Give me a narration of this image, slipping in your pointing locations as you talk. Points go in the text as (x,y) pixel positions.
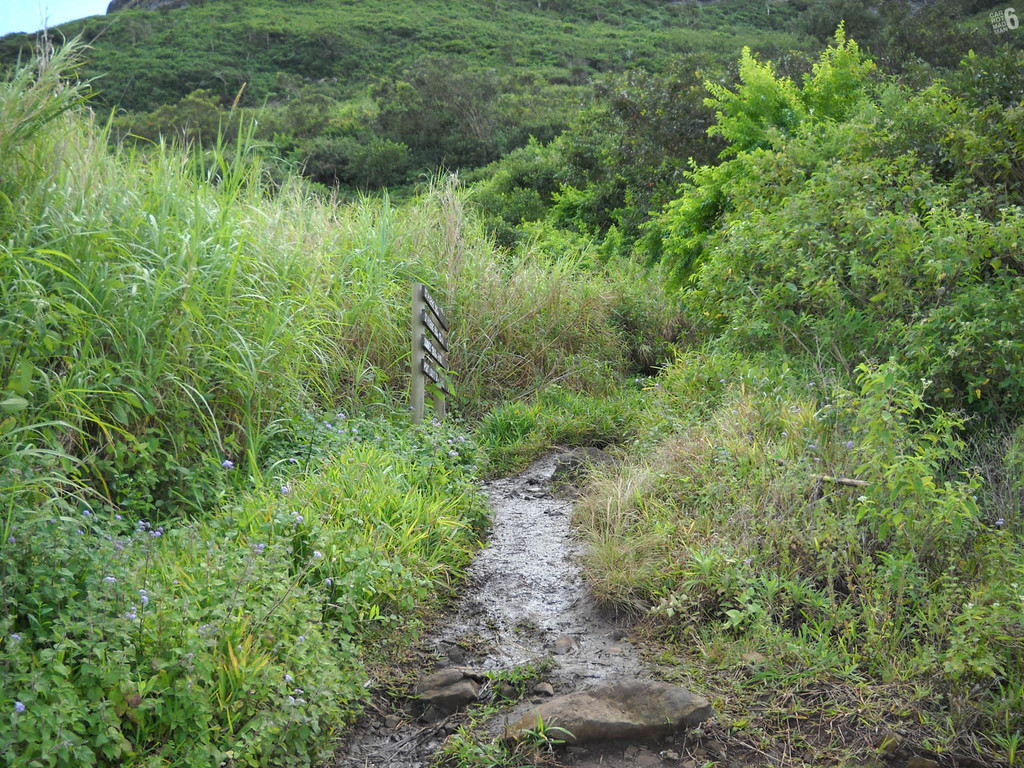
In this image we can see plants (217,734), grass (95,317) and trees (380,107) on the ground (396,754) and we can see stones (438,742) and boards (431,343) on the poles (419,336). On the left side (31,22) at the top corner (43,21) we can see the sky (61,21).
